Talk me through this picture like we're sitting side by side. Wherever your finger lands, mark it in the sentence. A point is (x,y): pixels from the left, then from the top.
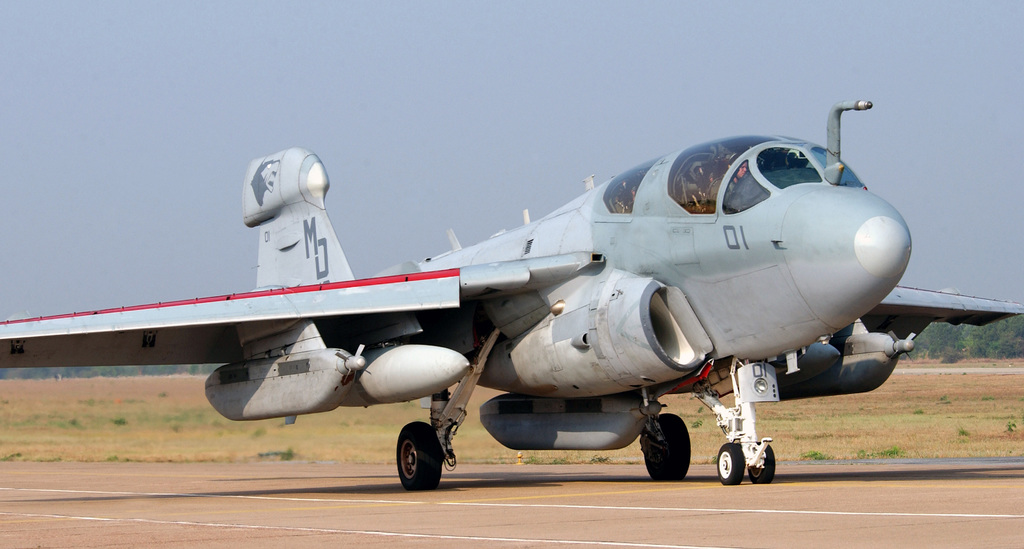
As we can see in the image there is a white color plane (635,248), grass (215,427) and in the background (961,344) there are trees (135,372). At the top (176,80) there is a sky (176,80).
